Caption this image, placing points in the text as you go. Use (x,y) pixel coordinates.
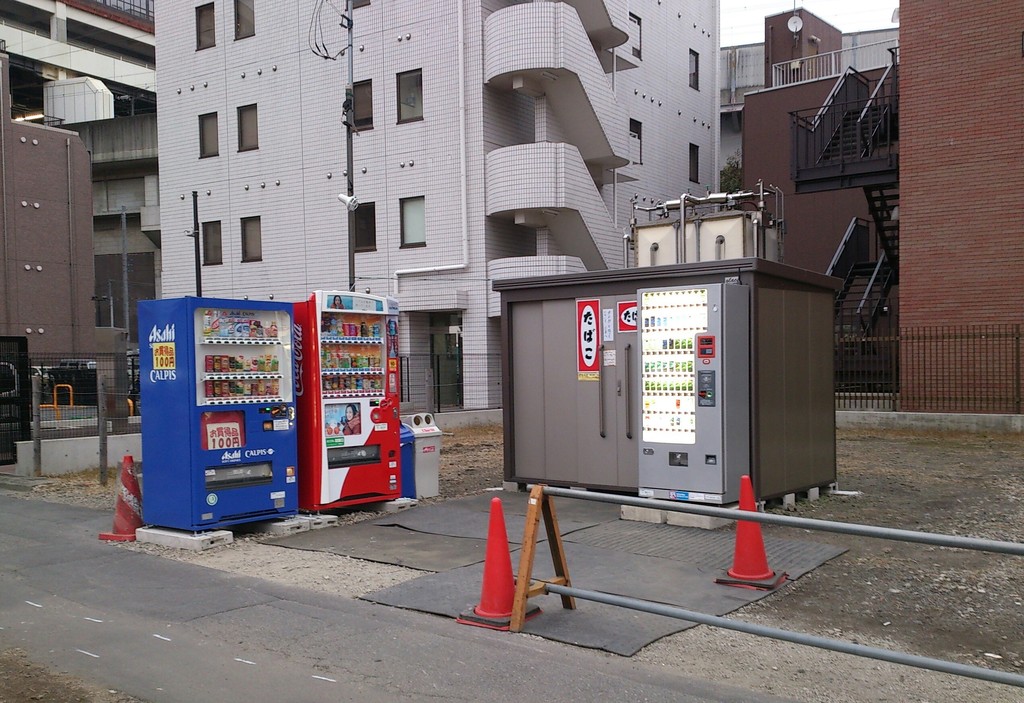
In the center of the image (528,312) we can see a panel board (619,363), some vending machines (206,428), divider cone (129,468), dustbins (406,467), rod (599,498), fencing (412,406) are there. In the background of the image (371,184) we can see a pole (354,244), buildings (661,124), stairs (851,123) are present. At the bottom of the image (385,659) road (433,637) is there. At the top right corner (871,20) sky (849,17) is there.
